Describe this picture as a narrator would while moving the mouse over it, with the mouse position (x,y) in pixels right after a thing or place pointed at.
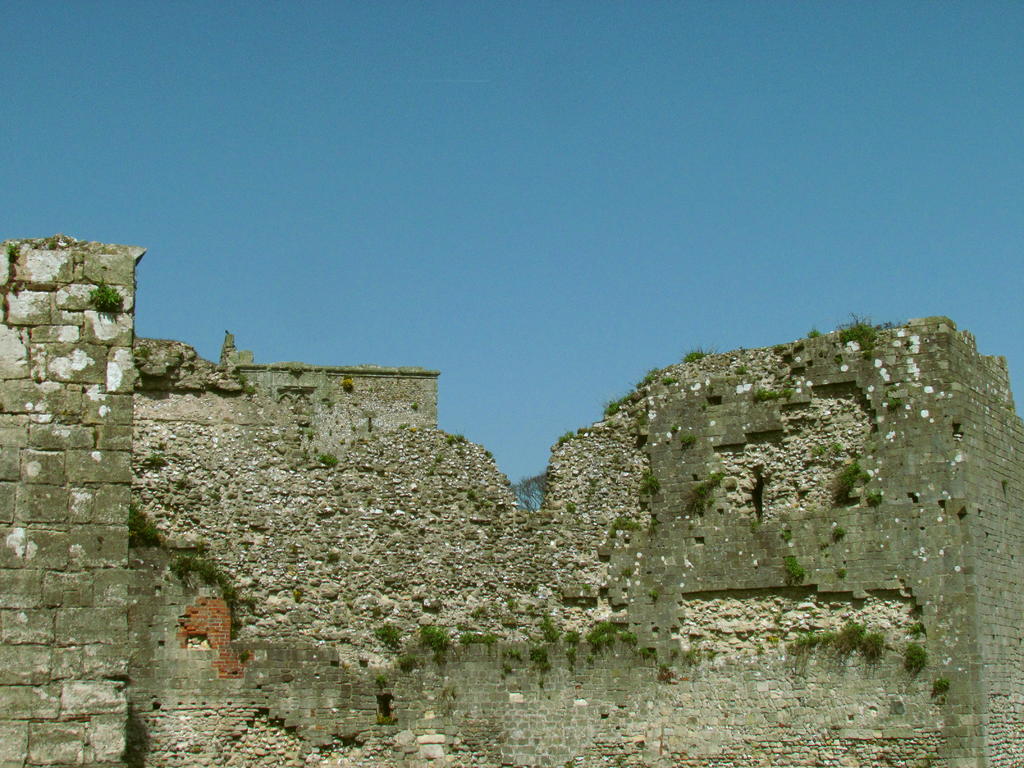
In the foreground of the picture (894,371) we can see an old construction (441,572) which is demolished. In the center of the background (541,479) it is tree (530,486). At the top (480,171) it is sky (556,54). On the construction (707,546) there are shrubs (766,396).
